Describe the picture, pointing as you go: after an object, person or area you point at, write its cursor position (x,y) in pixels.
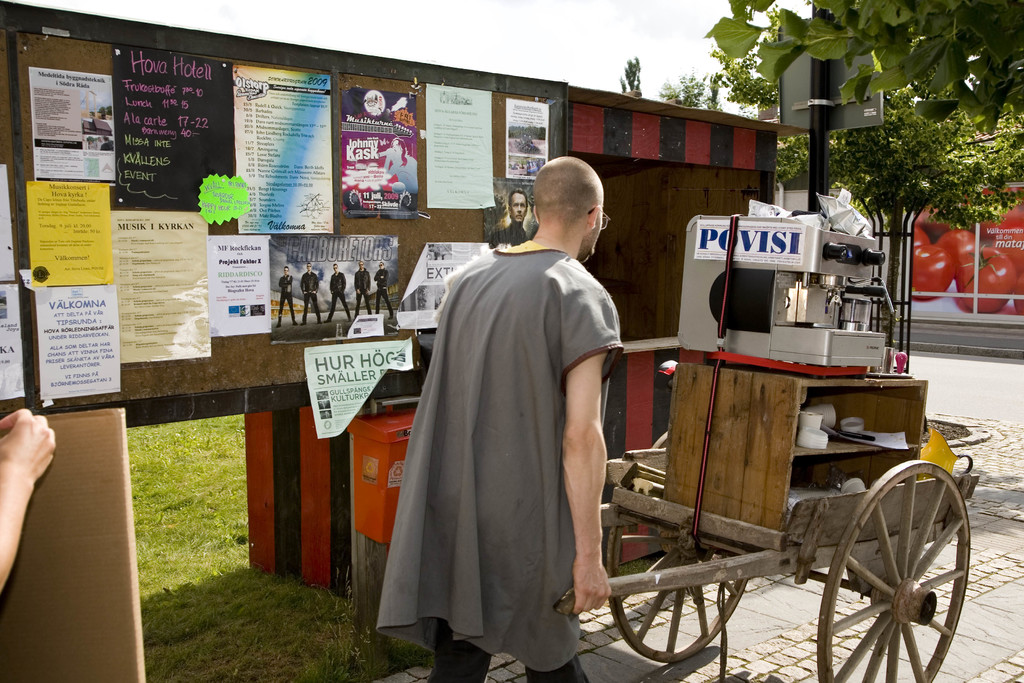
In this image we can see a person (466,574) standing on the footpath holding a wooden cart (789,560) containing a machine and a cupboard (786,448). On the backside (8,128) we can see a board (8,128) with some pictures (260,167) pasted on it. We can also see some grass (324,609), trees (844,136), pole (809,204) with a board (865,107), road (969,386) and the sky (444,42).
